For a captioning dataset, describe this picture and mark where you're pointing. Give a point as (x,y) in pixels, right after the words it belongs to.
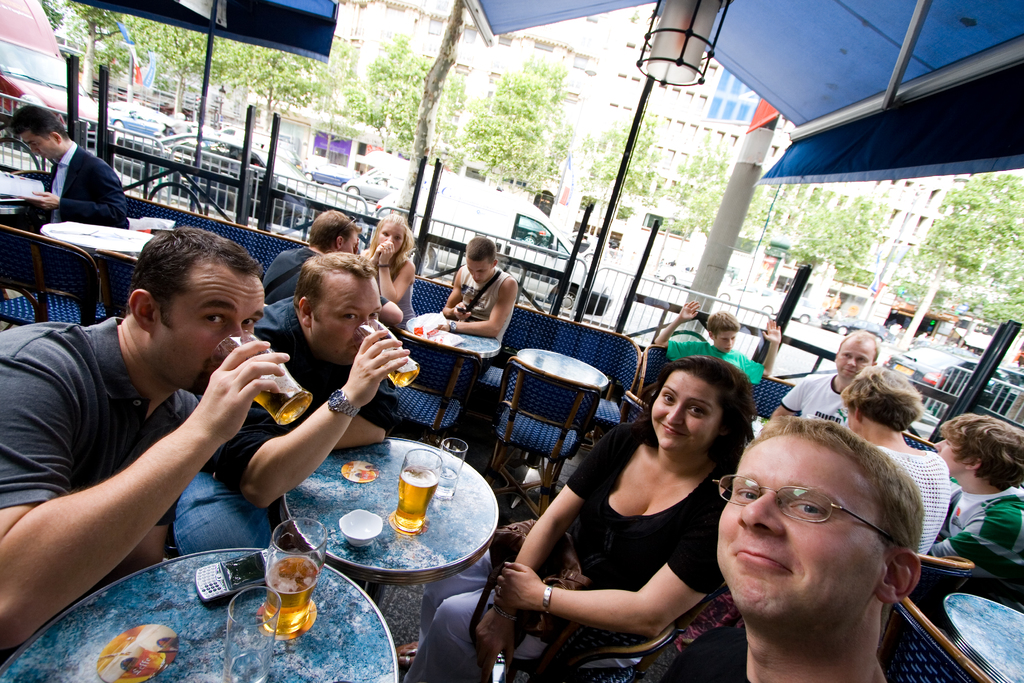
In this image i can see few persons (232,453) sitting on chairs (117,258) and holding a glass (287,409) in their hands (385,361). In the background (569,117) i can see trees (519,129), few vehicles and buildings (560,105).
